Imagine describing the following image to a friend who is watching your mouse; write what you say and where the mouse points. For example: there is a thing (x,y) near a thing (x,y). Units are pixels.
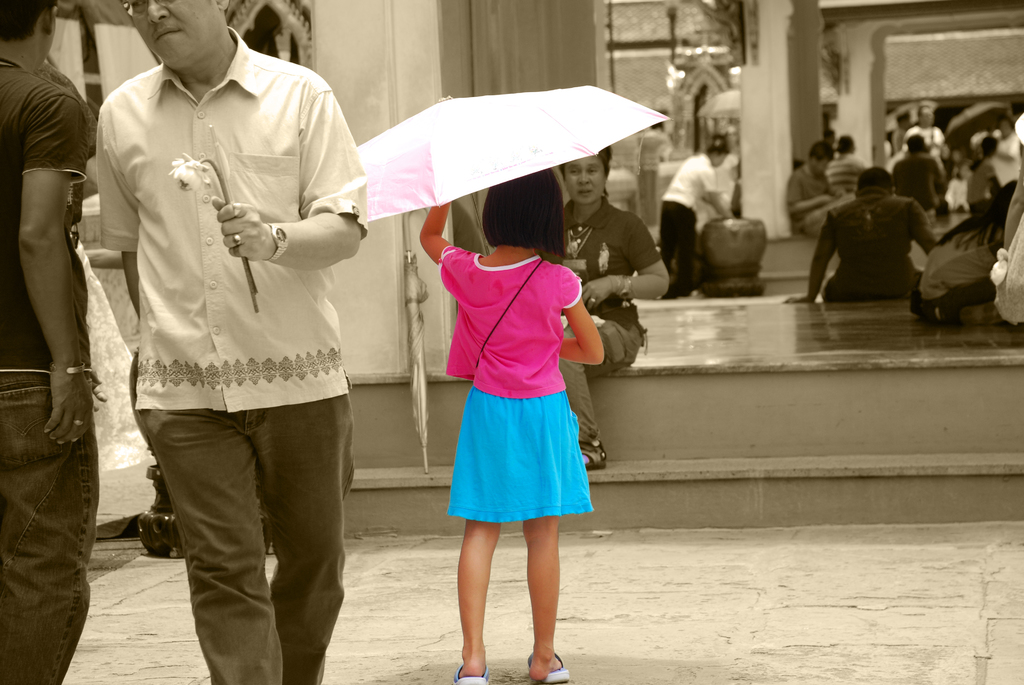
As we can see in the image there are few people (144,432) here and there, buildings (670,80), and white color umbrella (551,128) and the person (302,471) in the front (272,265) is holding a flower (223,196).
